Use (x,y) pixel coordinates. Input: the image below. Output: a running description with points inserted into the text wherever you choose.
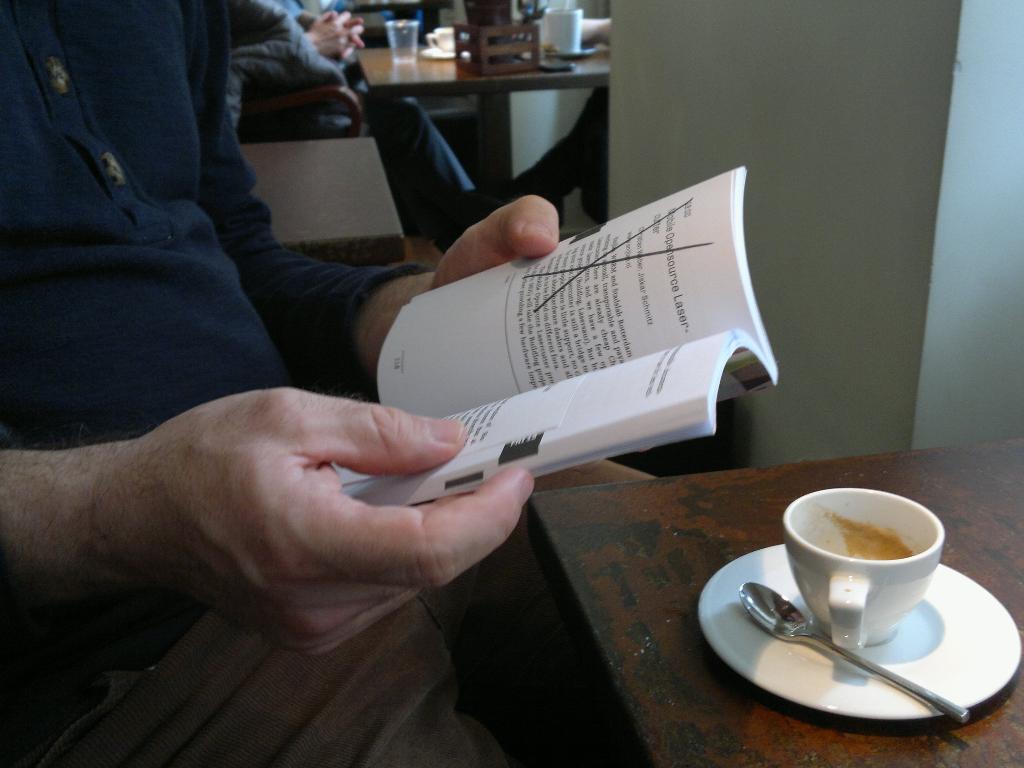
There is a group of people (126,200). They are sitting on chairs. On the left side (132,308) person (131,318) is holding a book (691,427). There is a table (744,527). There is a cup (880,584), saucer (899,643), spoon (762,601) on a table (755,541). There is a another table (495,84) on the center of the room (494,83). There is a cup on a table (505,87). We can see in background (711,63) wall (701,73).
